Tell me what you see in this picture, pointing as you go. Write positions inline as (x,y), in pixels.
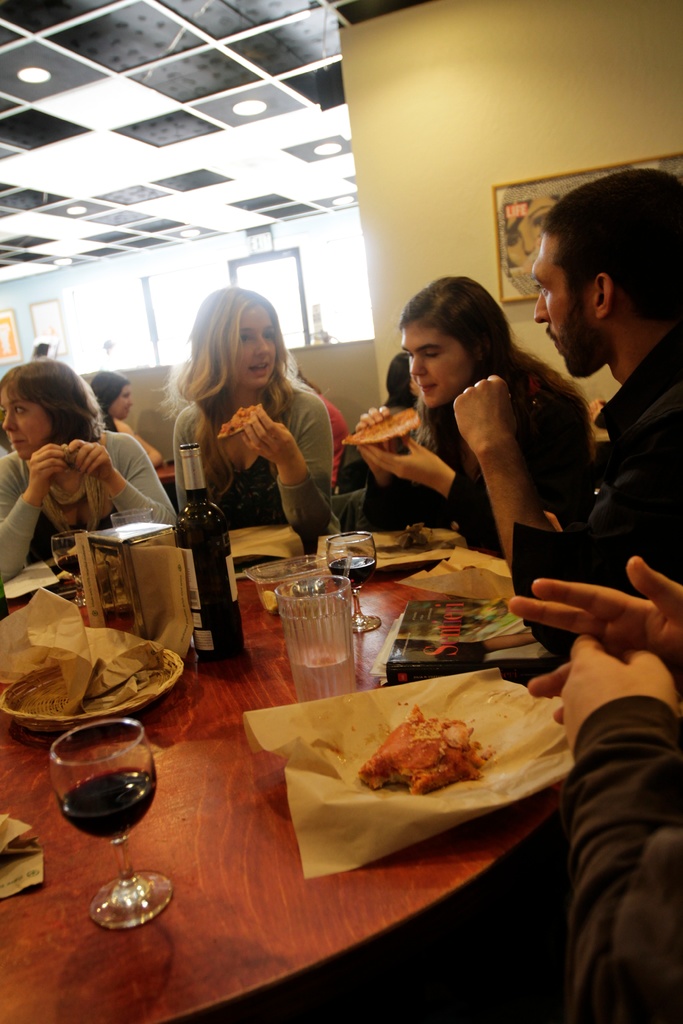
This picture describes about group of people (594,332) they are all in the restaurant (337,442), in front of them we can find a bottle (198,596), glasses (343,567), plates (331,748), books (422,608) on the table (303,739), in the background (510,237) we can see a wall painting (512,207) on the wall (500,122).
